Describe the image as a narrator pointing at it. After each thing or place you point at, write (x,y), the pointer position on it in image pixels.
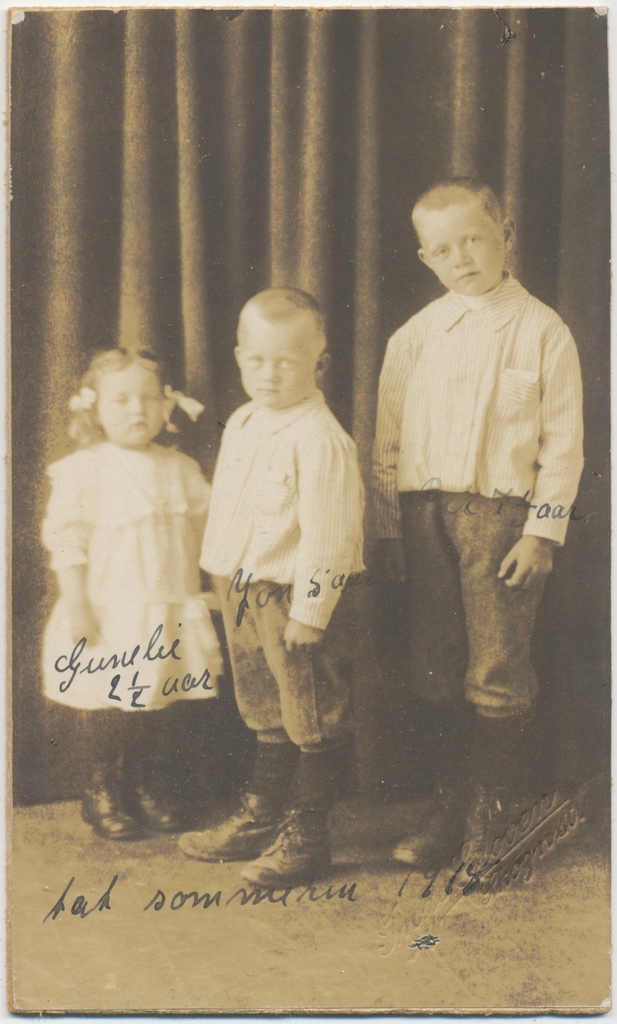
In the image we can see old photograph, in it we can see two boys (290,659) and a girl (113,701) standing, wearing clothes (311,690) and shoes (250,843). Here we can see the floor (258,913), curtains (248,167) and text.
